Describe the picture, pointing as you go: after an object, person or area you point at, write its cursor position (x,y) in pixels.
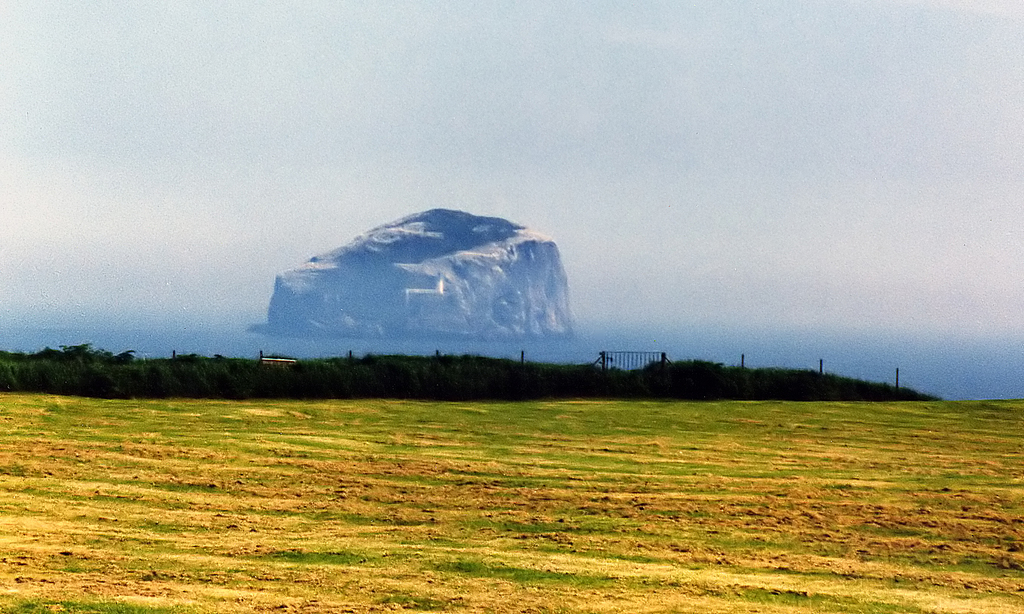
In this image I can see grass (474,420). There are bushes (494,397), there is rock (428,308) in the background (541,212) there is sky (94,166).
